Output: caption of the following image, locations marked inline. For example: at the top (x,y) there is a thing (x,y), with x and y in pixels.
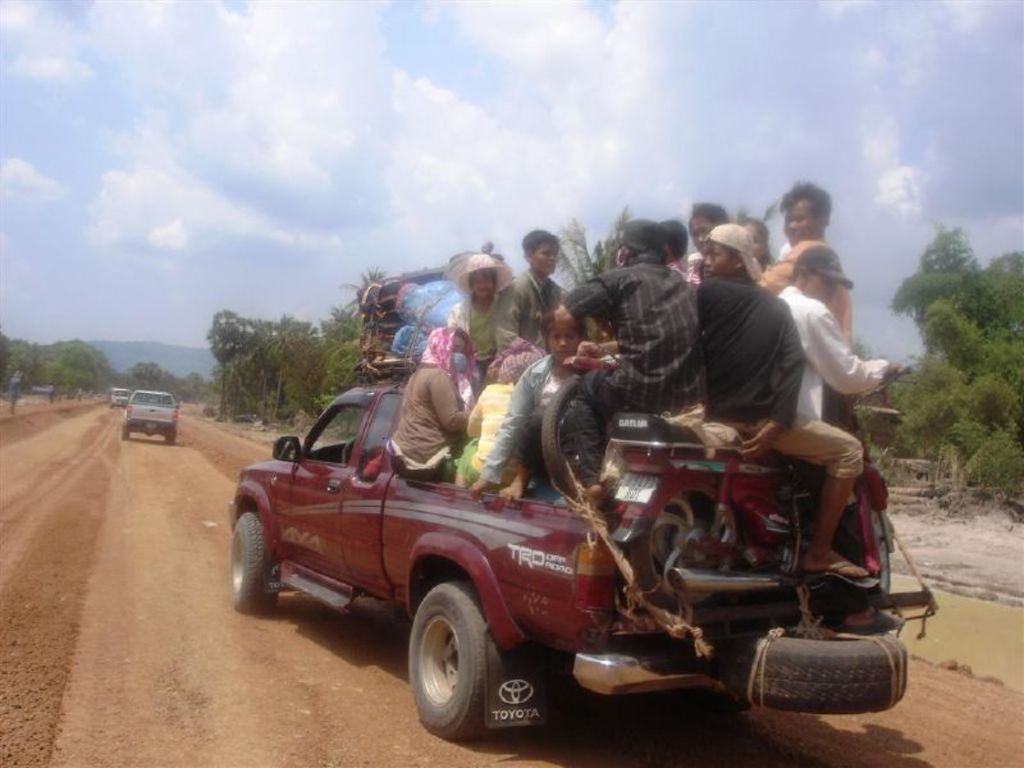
In this picture we can see some persons (485,465) inside the vehicle (293,489). This is road (123,492) and there are cars (135,425). On the background (314,413) we can see some trees (1007,286) and this is sky (302,159) with heavy clouds (194,159).
